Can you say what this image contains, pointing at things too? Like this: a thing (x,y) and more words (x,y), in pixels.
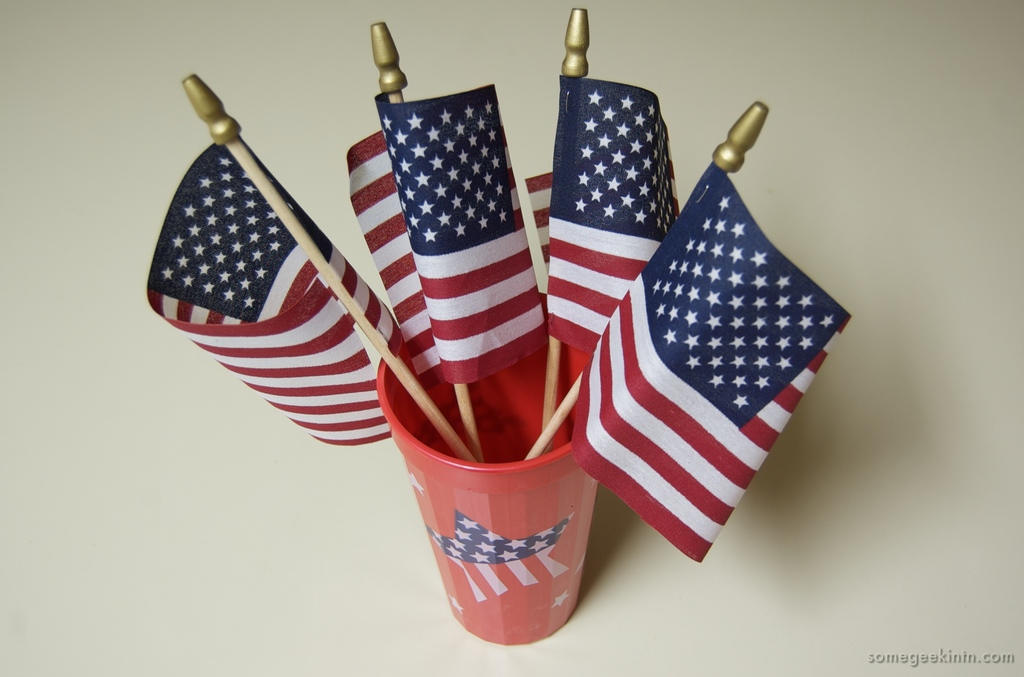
In a given image i can see a glass (506,472) and flags (238,180).
